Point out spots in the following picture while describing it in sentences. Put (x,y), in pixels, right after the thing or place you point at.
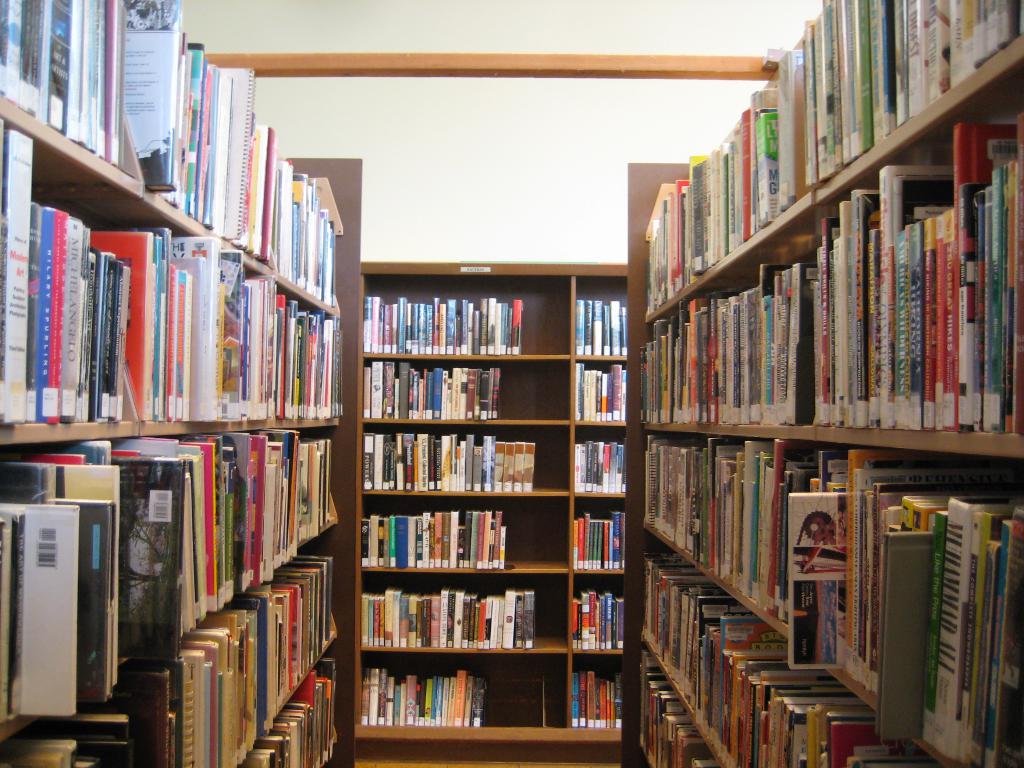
In this image I can see number of books (58,317) in these shelves (399,744).
